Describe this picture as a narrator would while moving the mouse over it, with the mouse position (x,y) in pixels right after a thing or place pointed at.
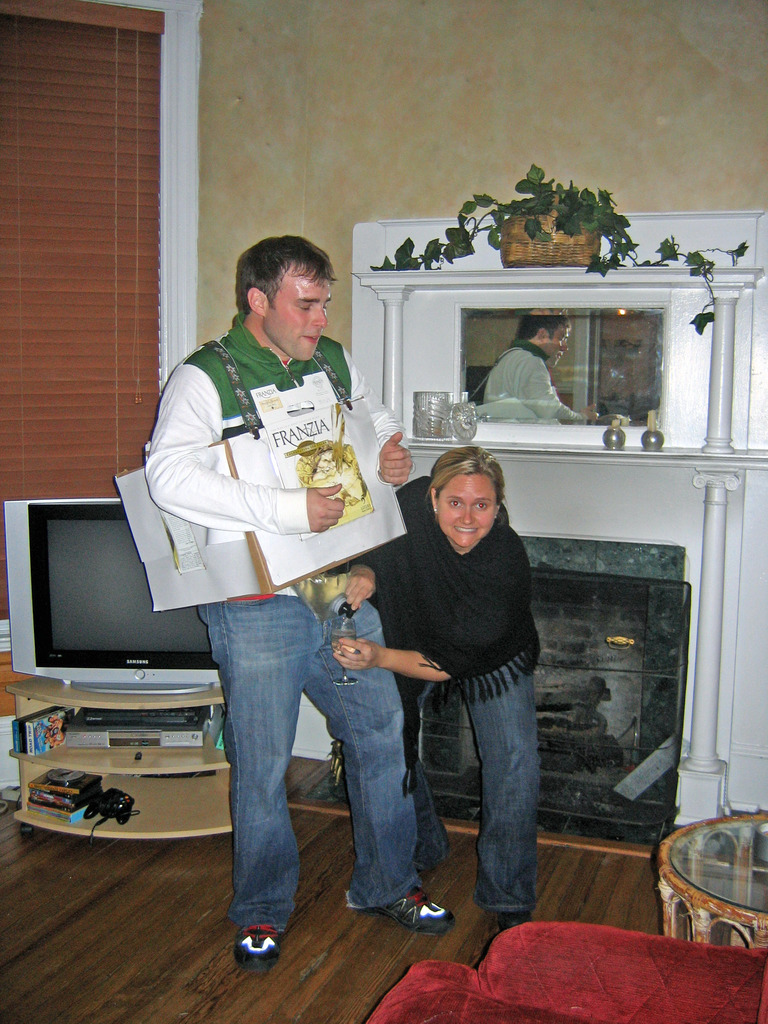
In this picture there are two people (405,617) standing. The man (315,560) is wearing a wine box costume (283,461) and the woman (428,620) is holding glass (338,641) in her hand (352,646). To the left corner (171,696) there is table (136,695) and on it there is television (95,629), DVD player (83,736) and boxes (81,792). Behind them there is fire place (568,488) and above it there is mirror (581,400), candle holder (616,428) and a houseplant (549,234). To the below right corner (618,978) there is a couch (615,987) and another table (722,867). In the background (418,103) there is wall (372,100) and wooden window blinds (65,241).
